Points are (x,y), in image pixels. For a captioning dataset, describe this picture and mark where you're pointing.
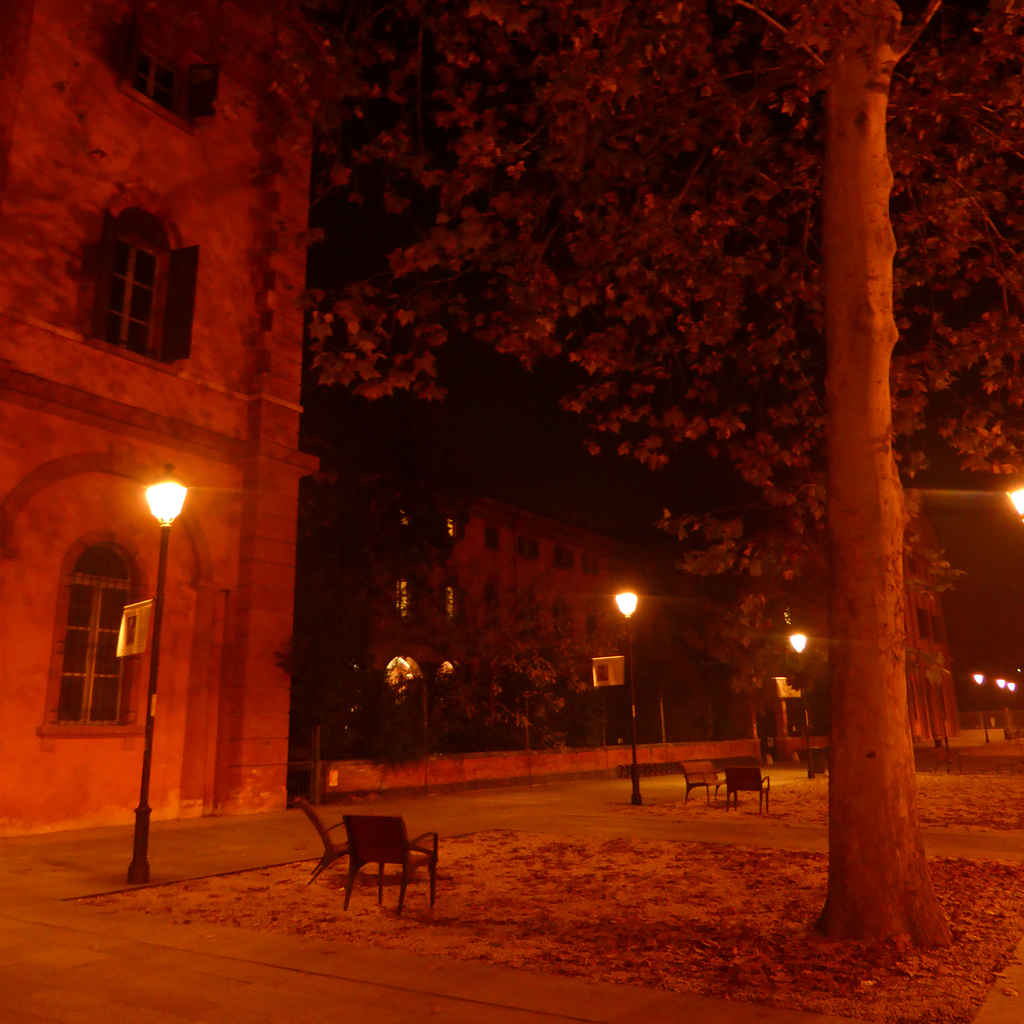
In this picture we can see few chairs (765,779), lights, poles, trees (748,701) and a building (231,445).
